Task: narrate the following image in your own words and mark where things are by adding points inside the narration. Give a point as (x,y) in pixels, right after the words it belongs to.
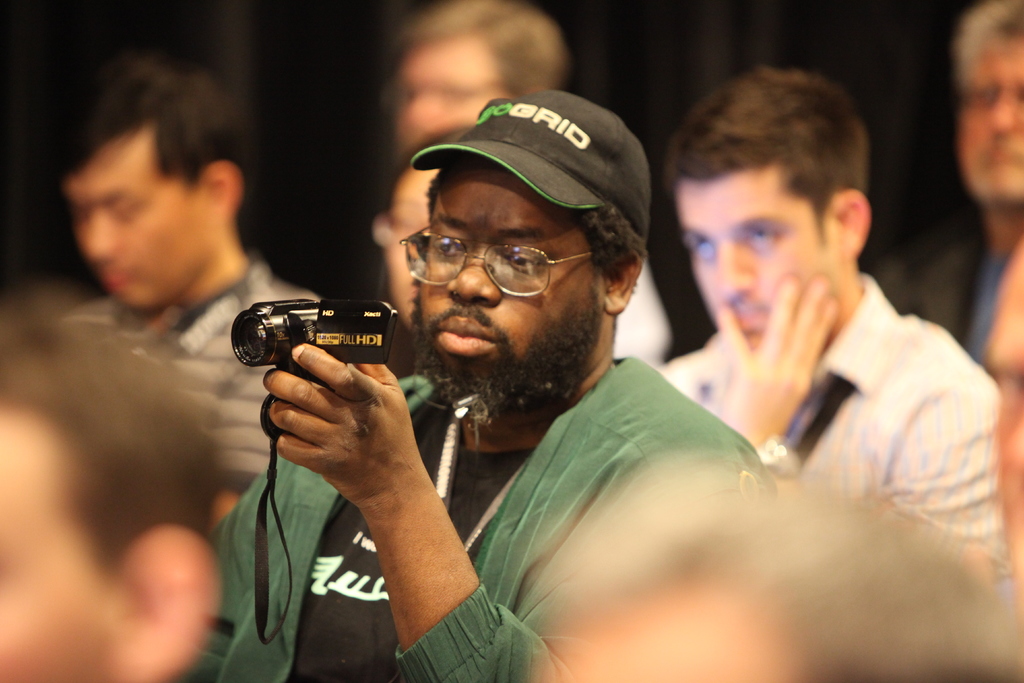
In this image, In the middle (651,440) there is a man (288,438) sitting and he is holding a camera (367,357) which is in black color and he is wearing a hat (548,168) which is in black color and in the background (812,441) there are some people (733,116) sitting.
